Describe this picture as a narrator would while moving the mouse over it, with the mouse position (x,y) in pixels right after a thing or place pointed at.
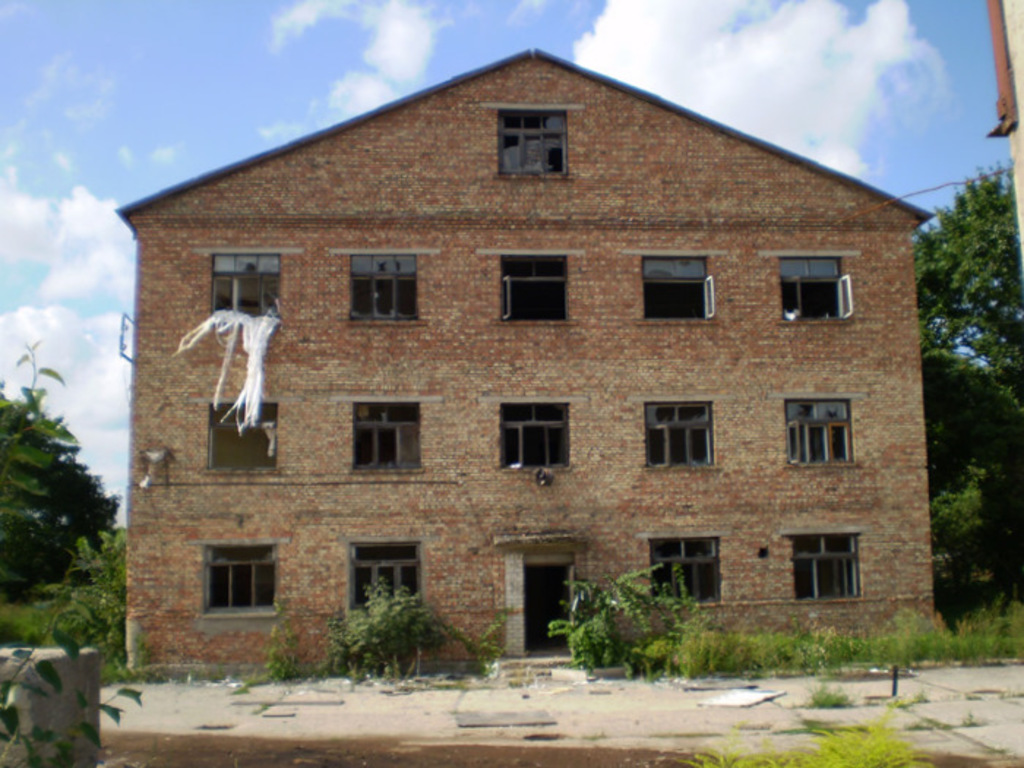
In this image we can see the building (655,378). We can also see the plants (626,661), grass (1007,629), trees (7,555) and also the path (619,704). In the background (115,31) we can see the sky (79,45) with the clouds (719,73).
